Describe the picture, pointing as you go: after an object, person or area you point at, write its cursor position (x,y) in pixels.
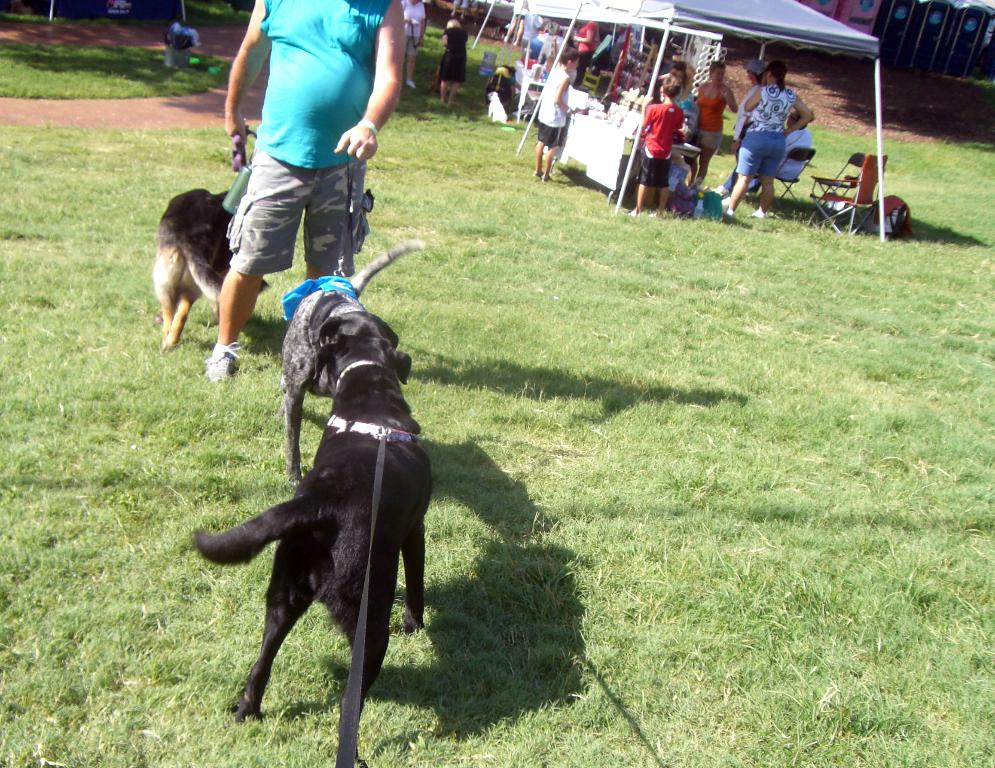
In this picture there are a group of people (551,144) standing here and there is a man (302,42) standing here there are some dogs (311,325) and in the background (723,50) there are stalls (700,39).
